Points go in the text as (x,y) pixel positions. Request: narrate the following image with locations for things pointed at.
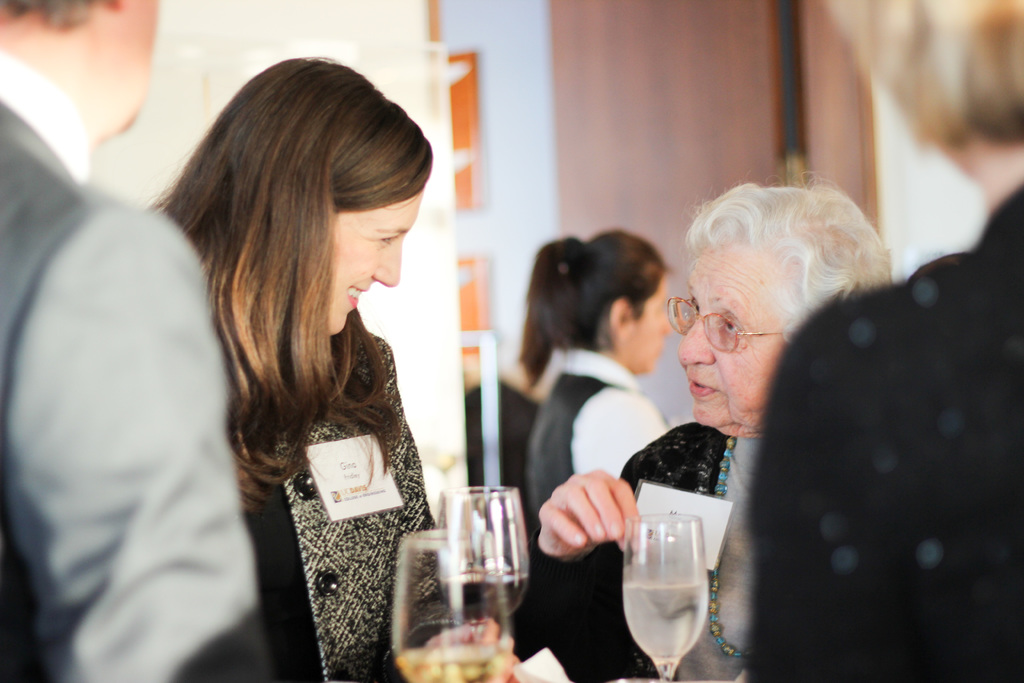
In the middle of the image (629,322) a woman (629,291) is standing. Right side of the image (699,213) two people (947,10) are standing and watching. Left side of the image (23,21) two people (246,614) are standing.
